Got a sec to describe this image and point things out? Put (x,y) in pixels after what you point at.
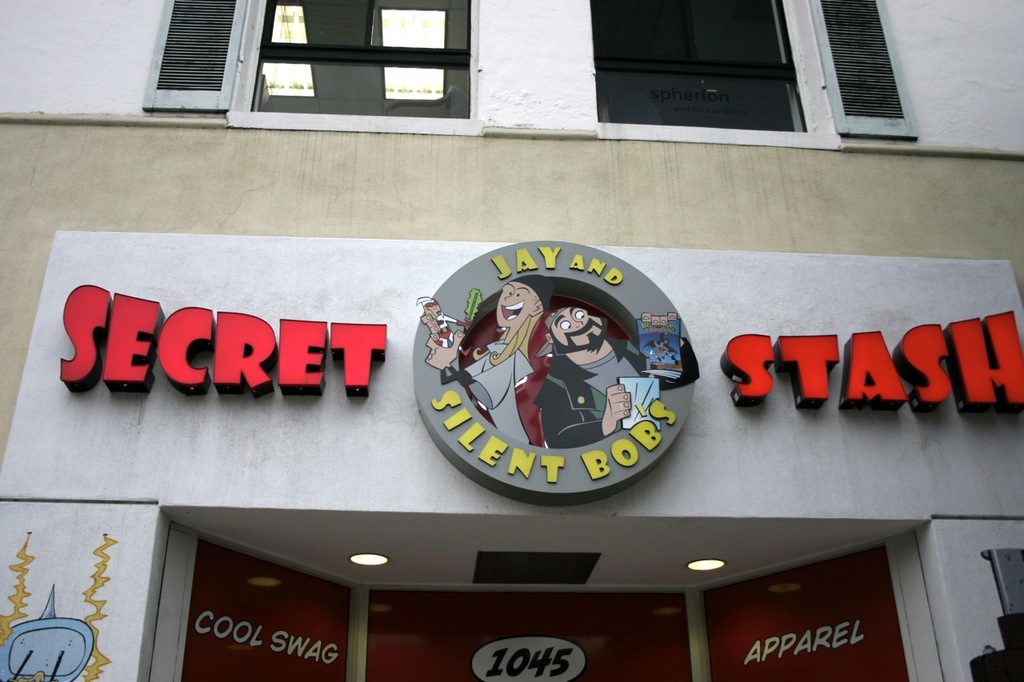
As we can see in the image there is a building (267,306), windows (410,79) and banners (313,676).
